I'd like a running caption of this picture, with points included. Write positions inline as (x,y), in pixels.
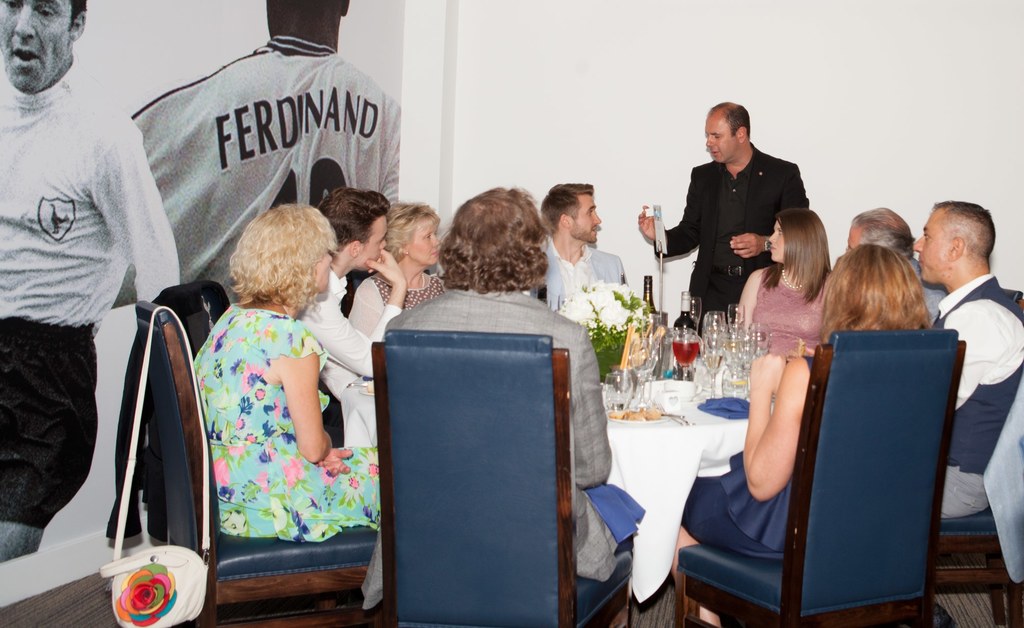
In this image I can see there are group of people (475,317) who are sitting on a chair (452,427) in front of a table (696,454). On the table (701,440) we have few glasses (719,372), glass bottle (652,303) and other objects (628,318) on it.
